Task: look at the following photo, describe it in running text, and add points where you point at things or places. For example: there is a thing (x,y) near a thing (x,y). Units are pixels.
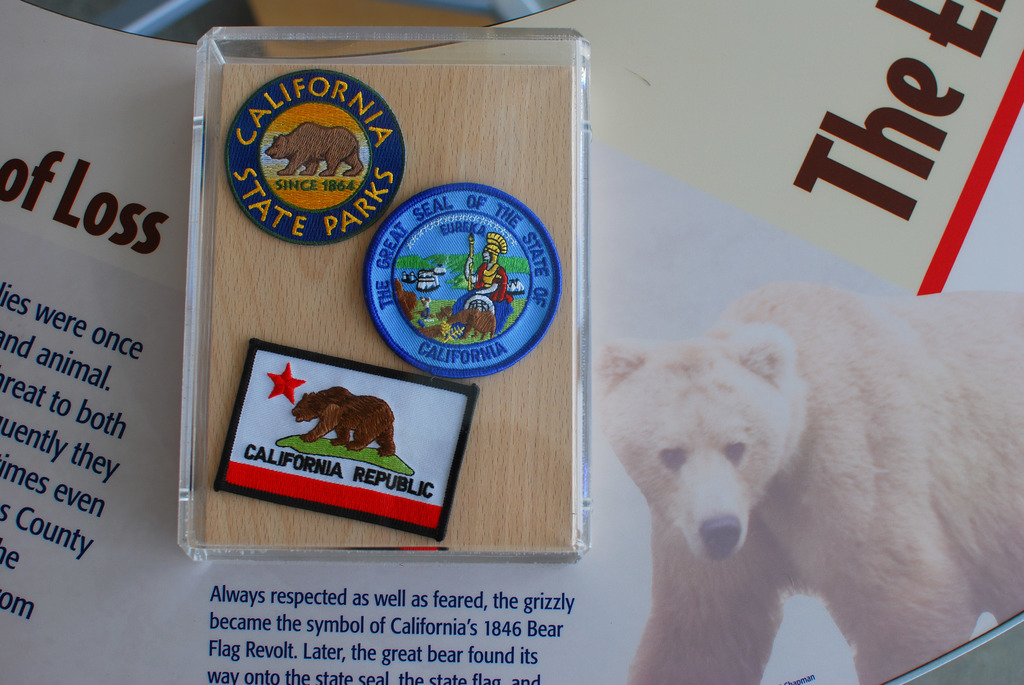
There are three badges (424,431) in a box (503,96) which is placed on a table (133,504), which is having posters (849,286) of animal (947,386) and texts (54,382).
